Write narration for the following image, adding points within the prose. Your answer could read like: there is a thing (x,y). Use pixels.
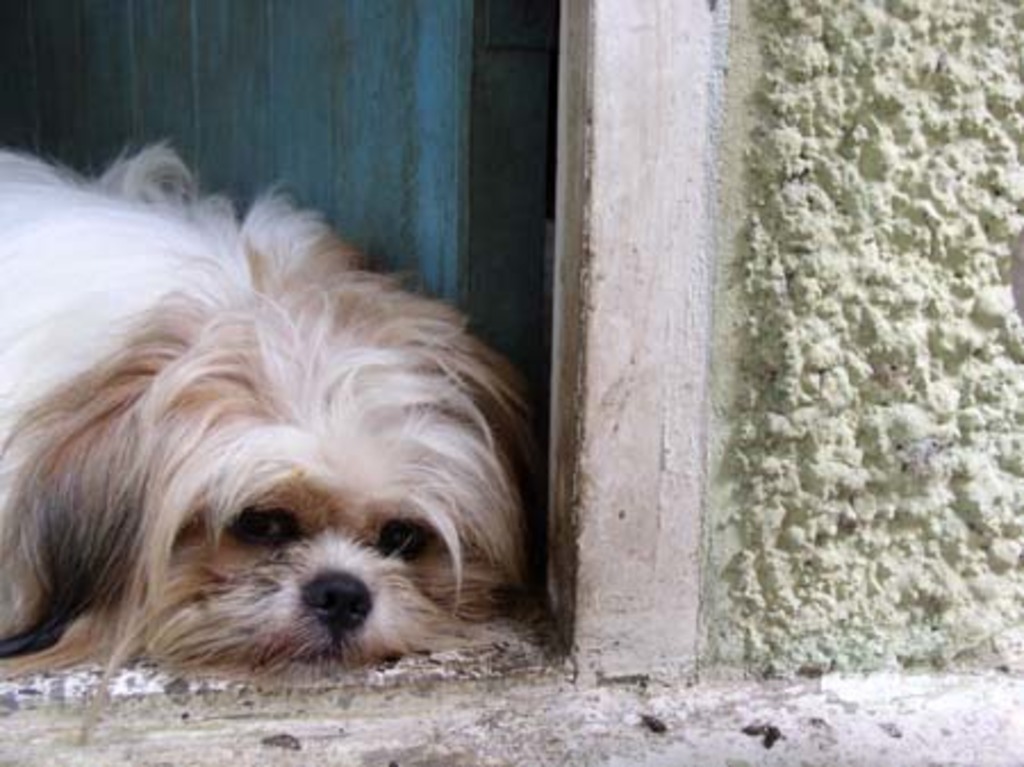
In this picture I can see a dog (174,454) and a wooden door (298,186) in the back (353,70). I can see a wall (913,408) on the right side of the picture (861,490).
